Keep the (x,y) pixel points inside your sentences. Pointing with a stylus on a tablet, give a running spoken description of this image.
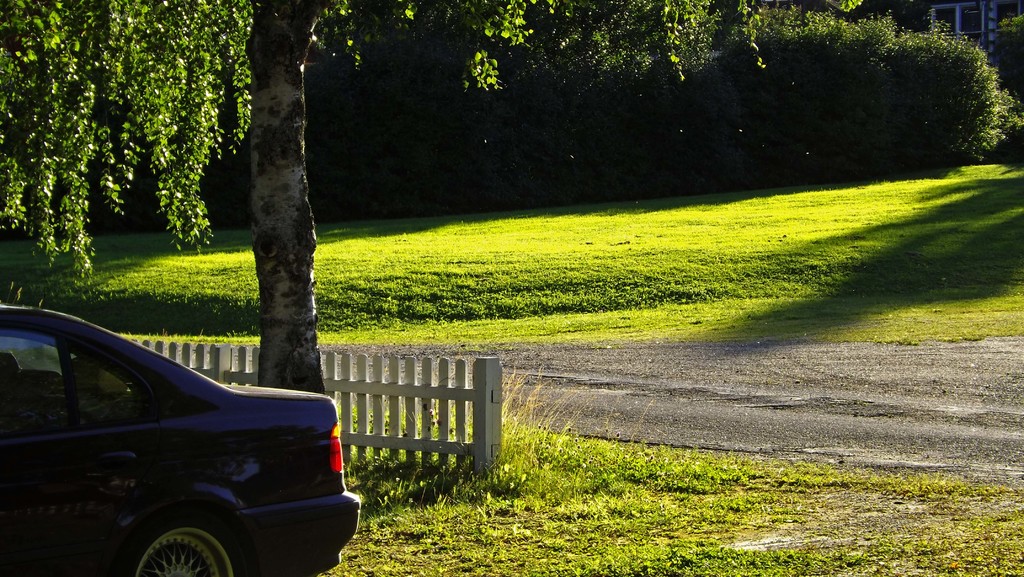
In this image on the left side (89,428) there is one car (169,445) and at the bottom (662,458) there is grass (738,569) and walkway (912,371). And in the background (499,195) there are some trees (926,50), grass (885,294) and buildings (979,20).
